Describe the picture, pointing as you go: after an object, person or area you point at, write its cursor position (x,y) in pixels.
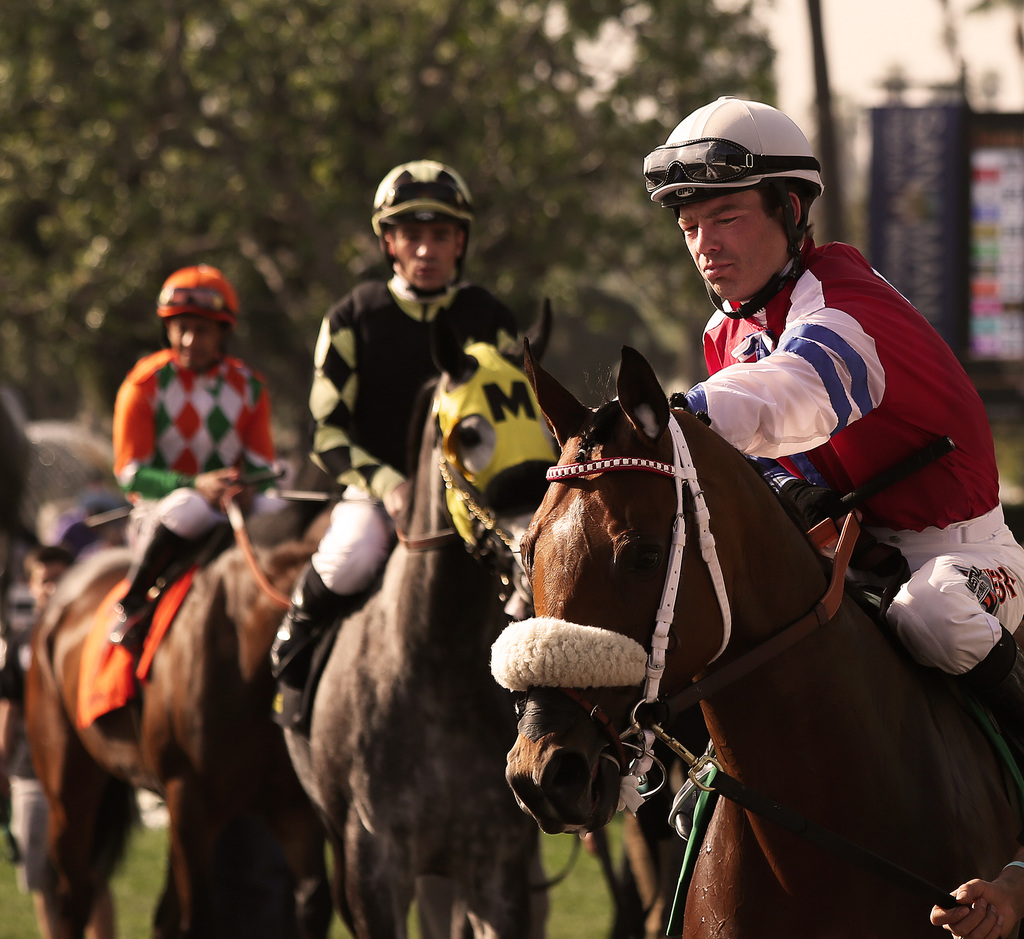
In the picture I can see some persons (366,499) wearing helmet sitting on horse (248,593) and in the background (357,184) there are some trees (529,114).
